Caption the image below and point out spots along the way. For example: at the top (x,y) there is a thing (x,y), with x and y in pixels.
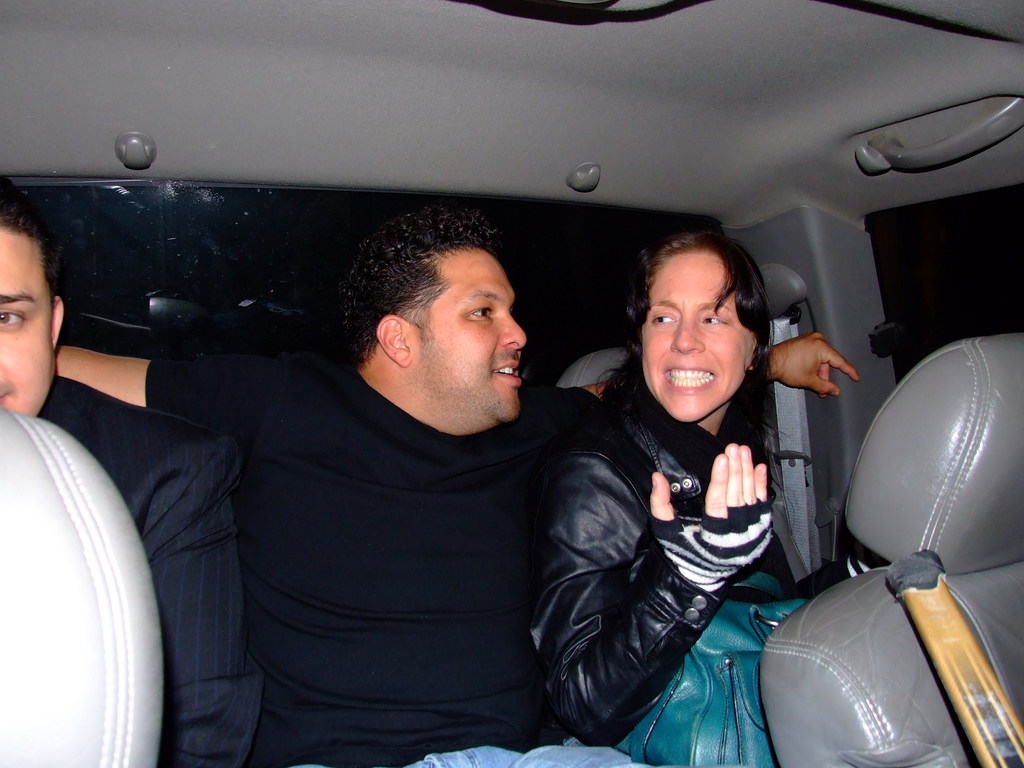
Two men (284,550) and a woman (668,569) are sitting in a car (618,318). A man (145,457) is wearing a suit (218,532) and the other man (321,486) is wearing a T shirt (354,486). The woman (678,416) is wearing a black coat (638,455) and she has a green bag (720,613) with her.
